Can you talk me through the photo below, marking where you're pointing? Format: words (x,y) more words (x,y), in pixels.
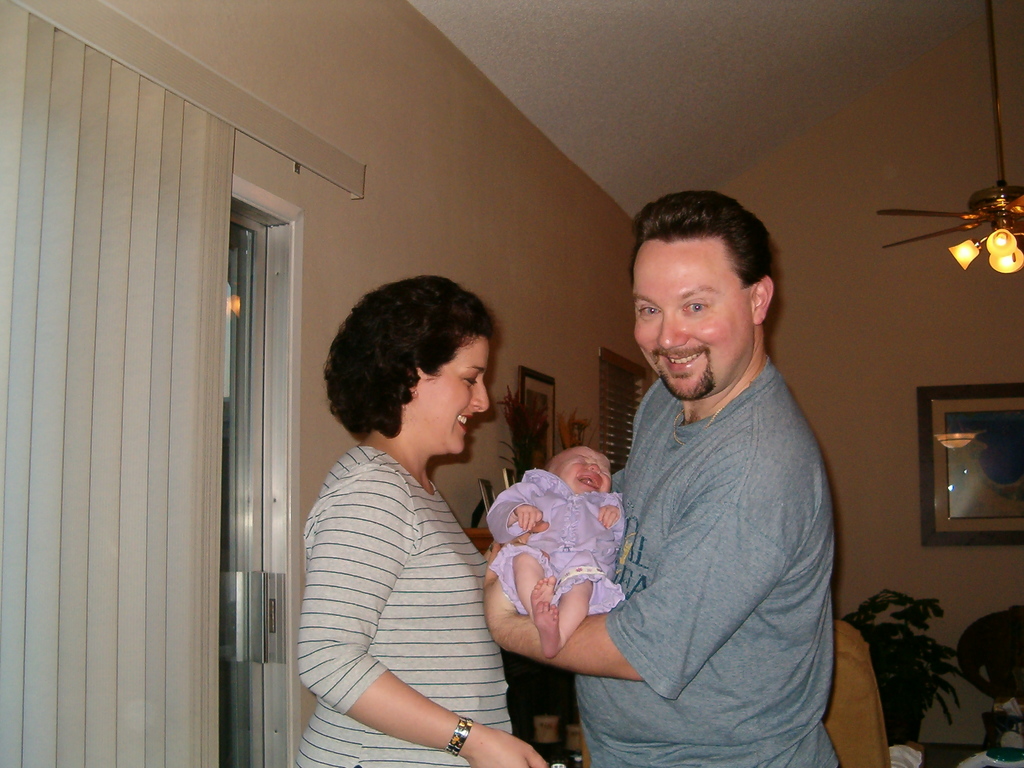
In this picture we can see a man (638,687), woman (449,715), they are smiling and man (607,682) carrying a child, here we can see a curtain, photo frames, house plant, chair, chandelier light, some objects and in the background (367,290) we can see a wall (851,524), roof (969,8).
